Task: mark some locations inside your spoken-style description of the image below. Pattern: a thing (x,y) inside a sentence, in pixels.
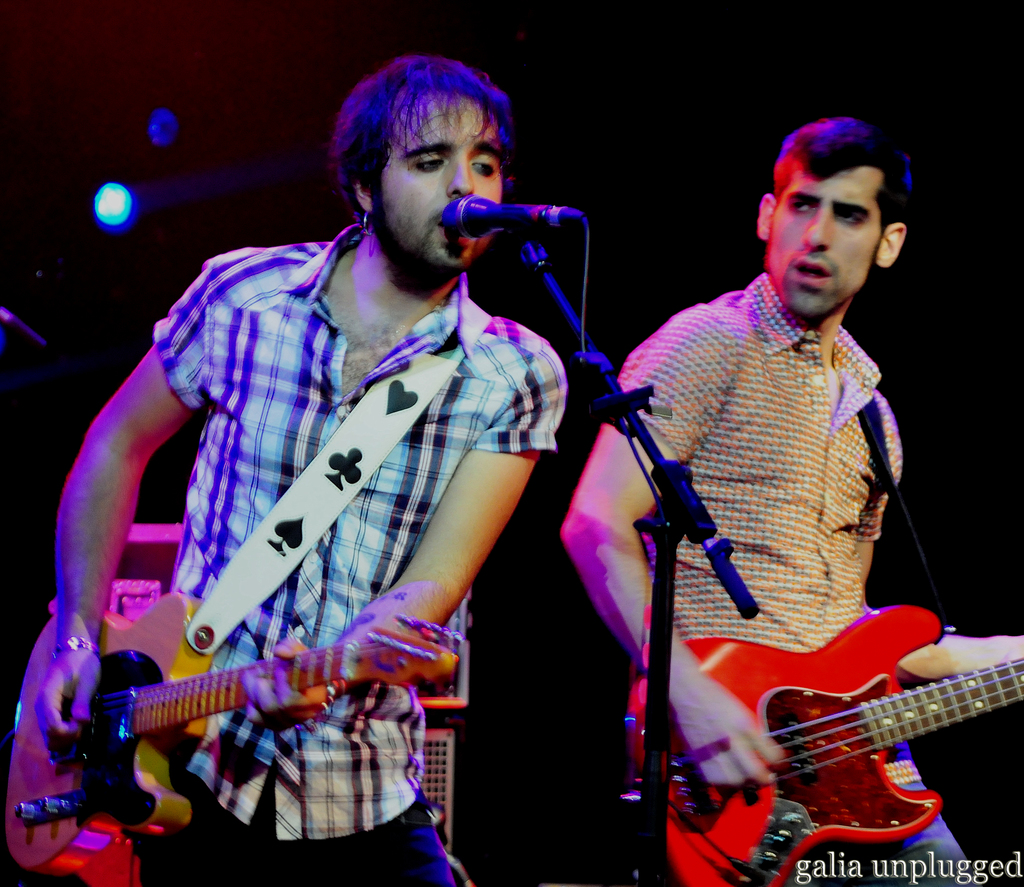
In this picture there are two men (736,504) standing and playing a guitars (239,695) in their hands (695,714) in front of a mic (488,226) and a stand (661,522). In the background (593,176) there is dark.
